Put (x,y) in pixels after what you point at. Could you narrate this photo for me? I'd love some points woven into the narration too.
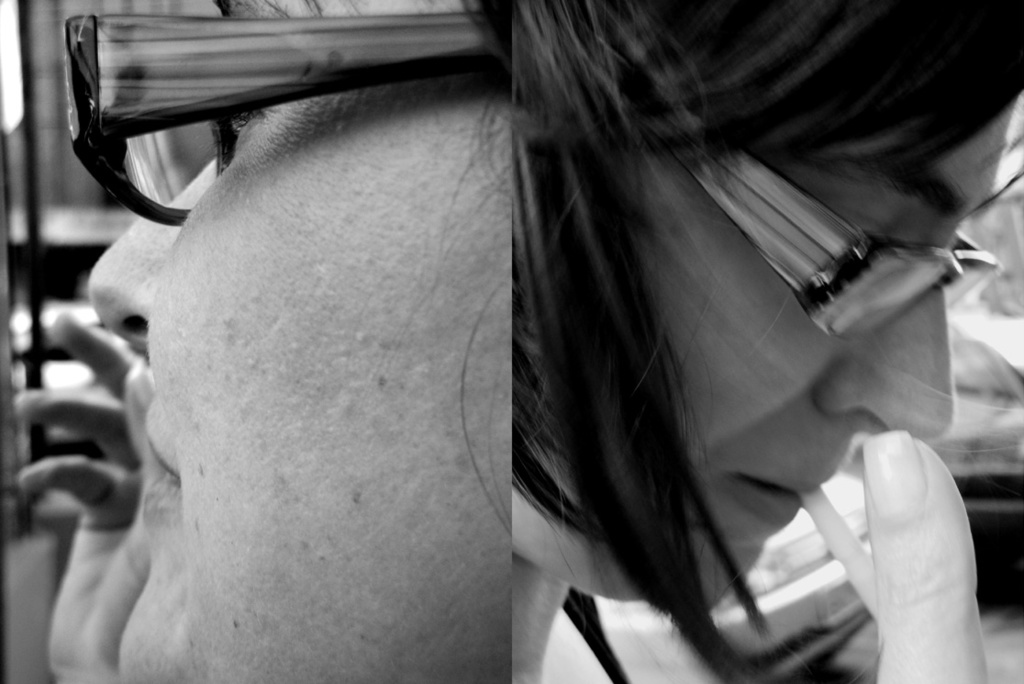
In this image I can see a black and white picture which is a collage. I can see two persons (467,341) wearing spectacles (759,205) and in the background (11,163) I can see few vehicles (786,611) and few other objects (817,579).
